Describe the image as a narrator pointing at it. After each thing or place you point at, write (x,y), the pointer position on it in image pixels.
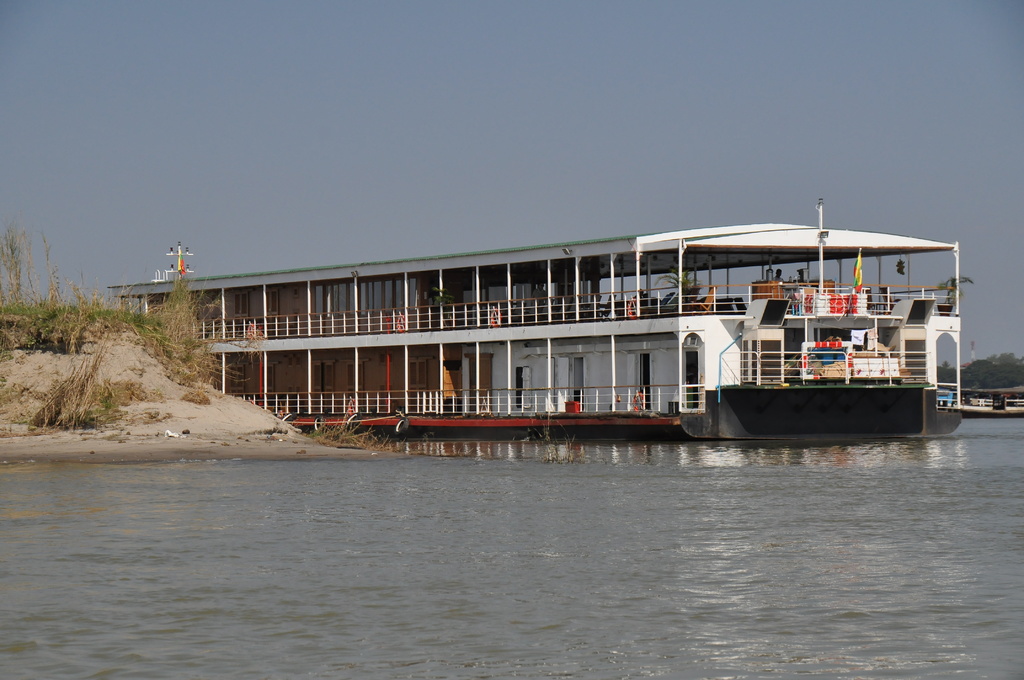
In this image in the middle (522,396), there is a boat (548,367), in side that there are some people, flags (855,288), doors (563,371), poles (478,326). At the bottom (653,571) there are waves (730,581) and water (762,590). On the right (990,407) there are boats (985,401), trees (982,374) and sky (887,155). On the left (94,388) there are plants (81,324) and land (193,431).
